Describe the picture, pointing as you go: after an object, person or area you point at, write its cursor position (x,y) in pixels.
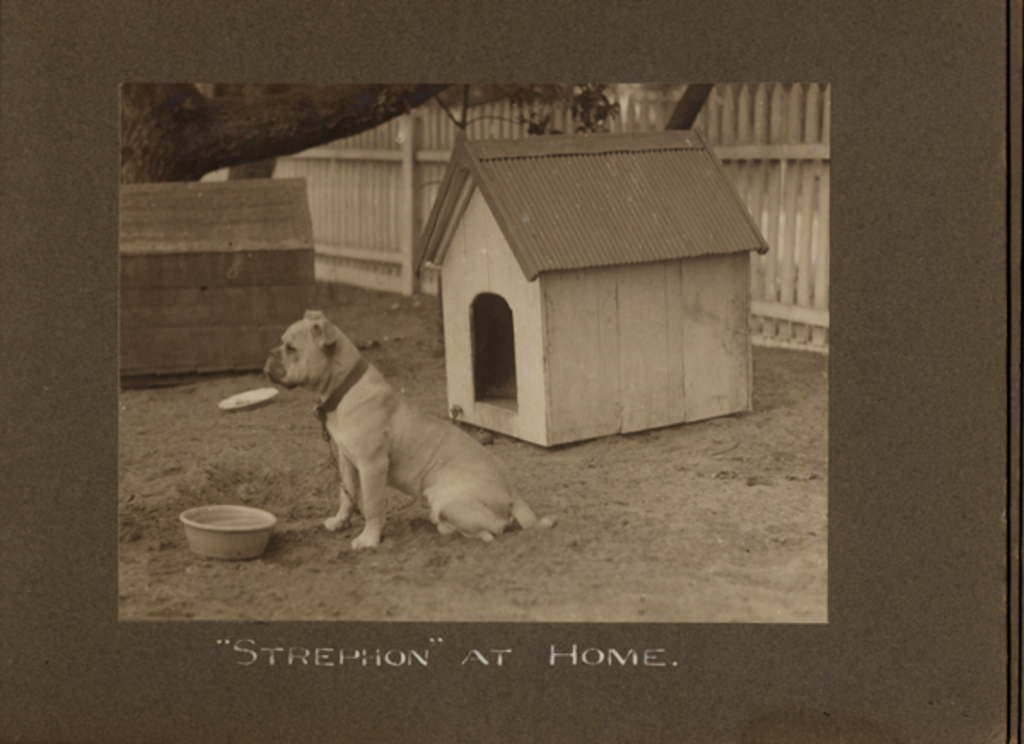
In the image we can see a dog (386,487), in front of the dog (373,473) there is a bowl (240,518). Here we can see a dog house (586,286), wooden fence (748,190), wooden box (255,254) and tree branch (208,137). Here we can see the text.
